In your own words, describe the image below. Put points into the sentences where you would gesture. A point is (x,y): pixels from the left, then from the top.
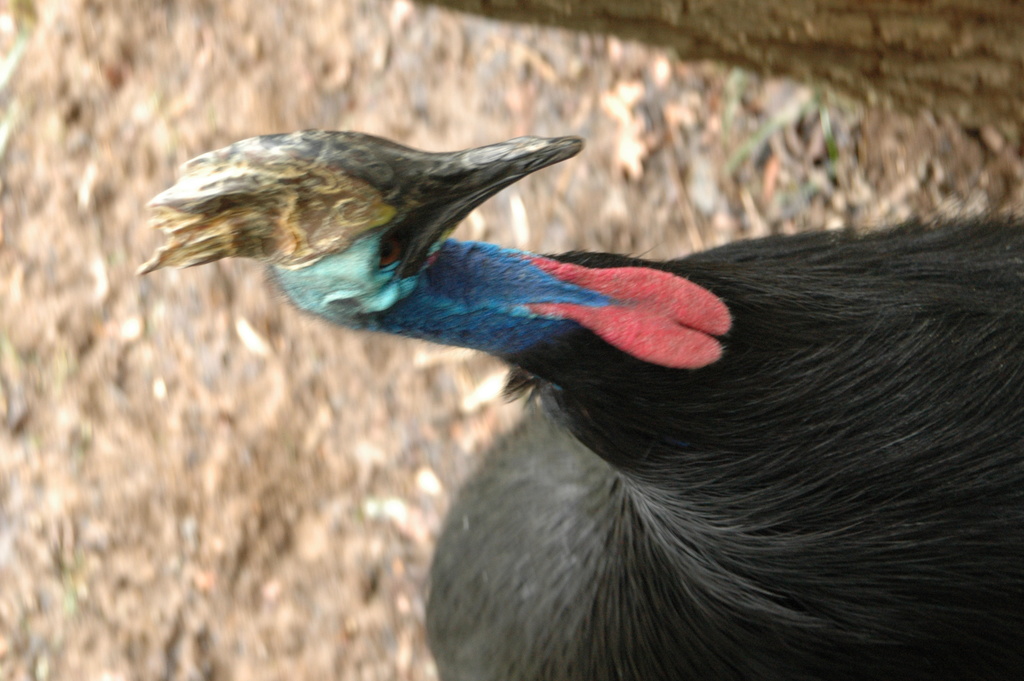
In this image we can see a cassowary bird (730,280). The background of the image (42,517) is blurred.
